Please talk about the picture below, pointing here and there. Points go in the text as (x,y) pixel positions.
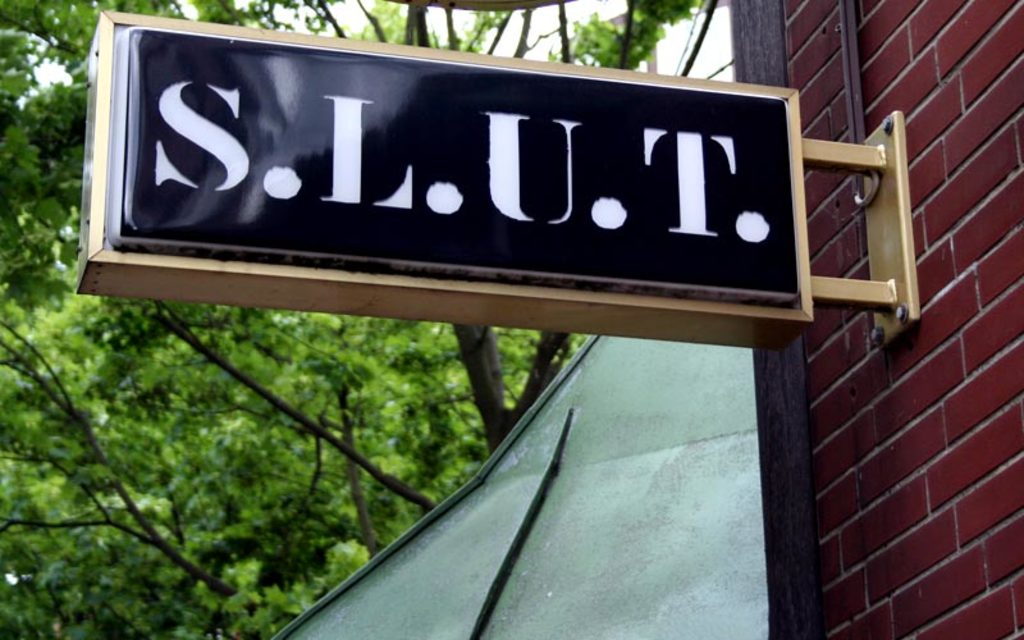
On the right side (907,445) there is a brick wall (853,331). On the wall (841,351) a board (789,288) is attached and something is written. In the background (368,332) there are trees (295,380).
